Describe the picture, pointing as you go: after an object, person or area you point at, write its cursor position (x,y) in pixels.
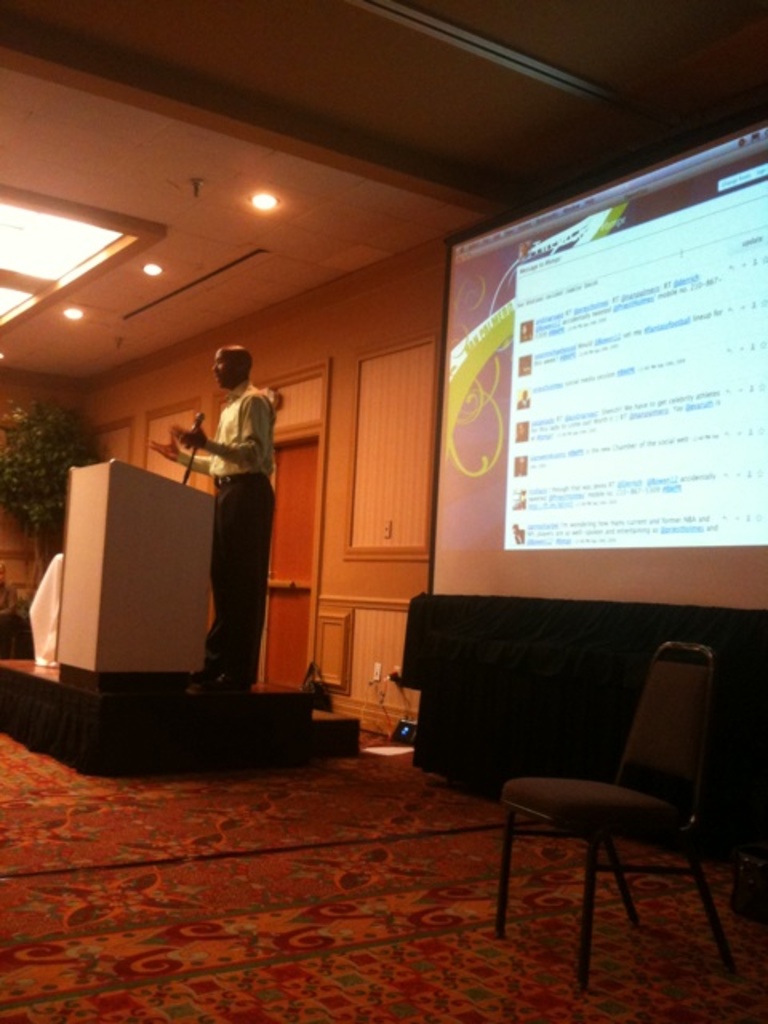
In this image, there is a person (271,504) wearing clothes (252,422) and standing in front of the podium (156,514). There is a screen (538,588) on the right side of the image (660,479). There is a chair (569,812) in the bottom right of the image (569,805). There are some lights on the left side of the image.
